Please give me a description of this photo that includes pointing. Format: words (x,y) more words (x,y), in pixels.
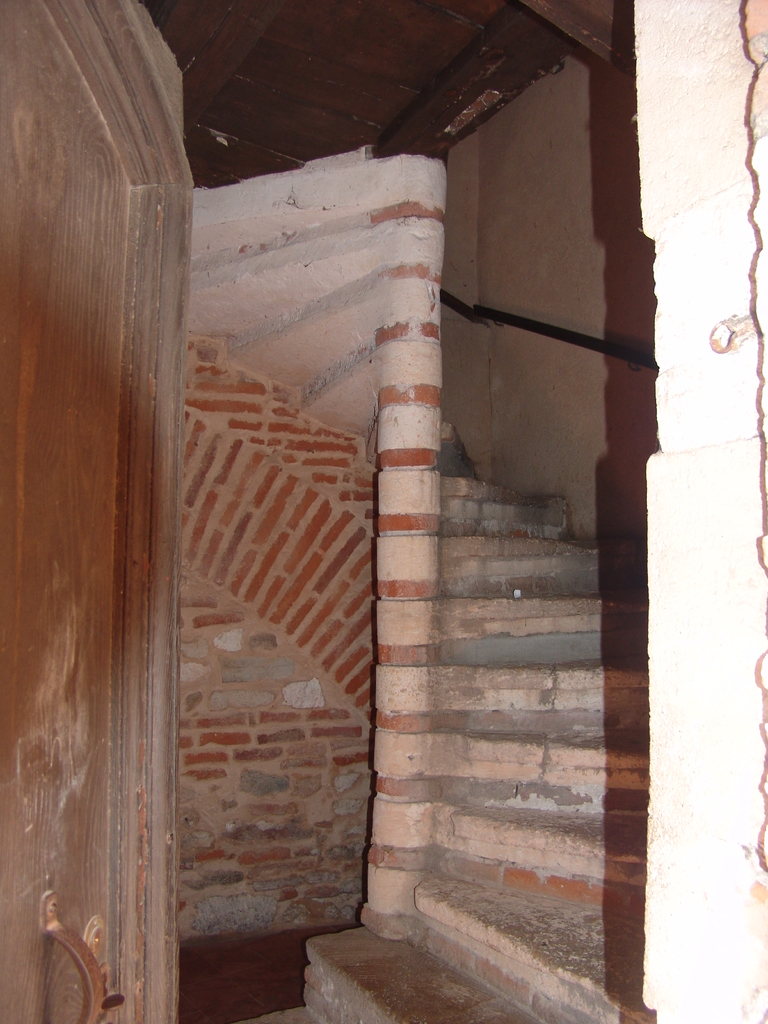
In this picture we can see a brick wall (326,792) and stairs (385,405) inside a house (372,584).
